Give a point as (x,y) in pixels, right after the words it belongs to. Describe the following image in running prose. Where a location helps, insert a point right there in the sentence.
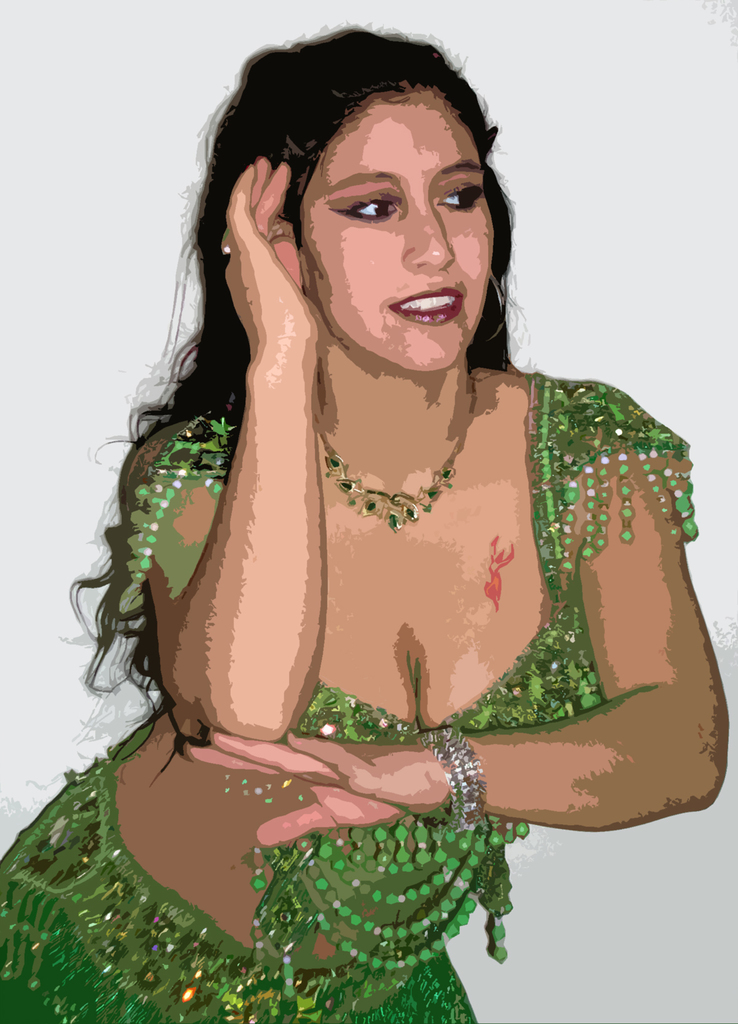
In this image, we can see the painting (223,155) of a woman (315,651) and there is a white background (77,313).
